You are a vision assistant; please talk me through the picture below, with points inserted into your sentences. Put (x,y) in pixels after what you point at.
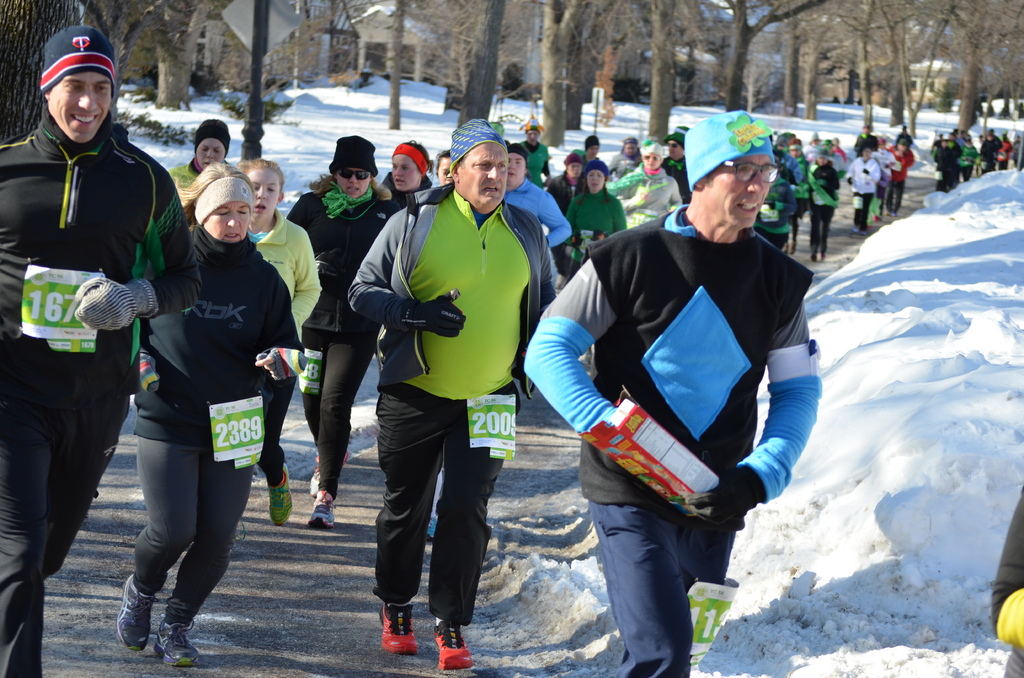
In this image we can see there are trees (626,27), snow (929,289) and houses (412,48). And there are some people (331,363) running on the road (350,523) and the other person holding a box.
